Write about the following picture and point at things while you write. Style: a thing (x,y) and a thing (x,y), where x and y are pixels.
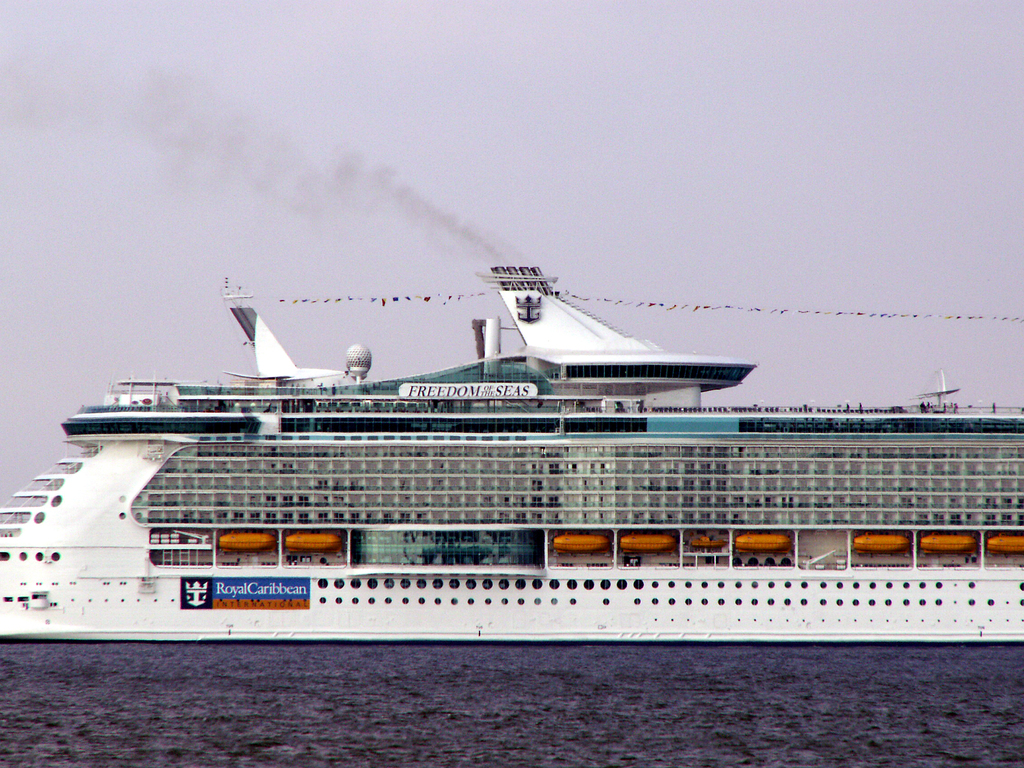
In this image on the water body (415,696) there is a ship (498,482). This is smoke (419,209). The sky (419,132) is clear.
